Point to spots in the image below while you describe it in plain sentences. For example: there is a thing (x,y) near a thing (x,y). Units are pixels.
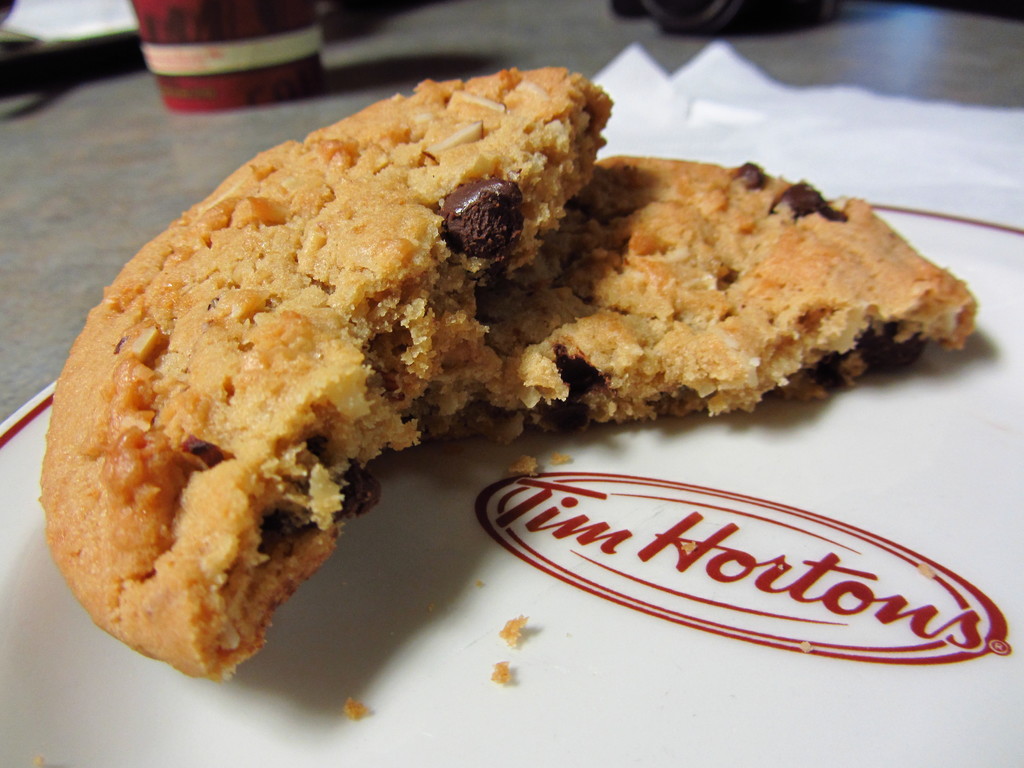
In the center of the image (497,406) there are cookies (769,350) on the plate (263,734). There is a cup (197,61).
